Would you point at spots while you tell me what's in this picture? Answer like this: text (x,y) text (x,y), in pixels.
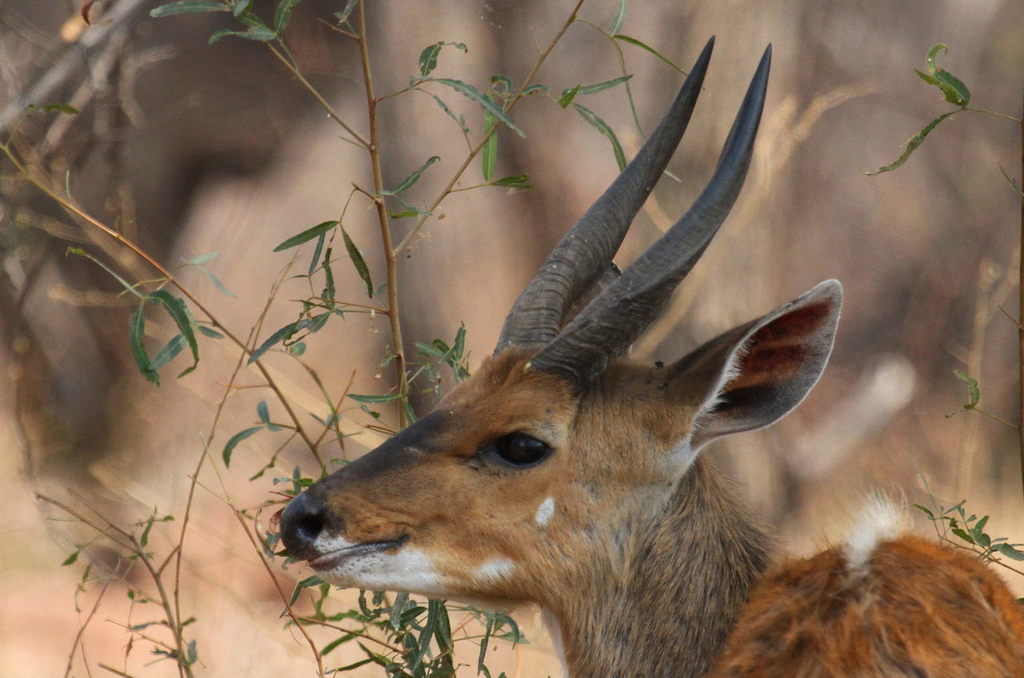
There is a deer (594,475). Near to that there is a plant (398,393). In the background (411,290) it is blurred.
